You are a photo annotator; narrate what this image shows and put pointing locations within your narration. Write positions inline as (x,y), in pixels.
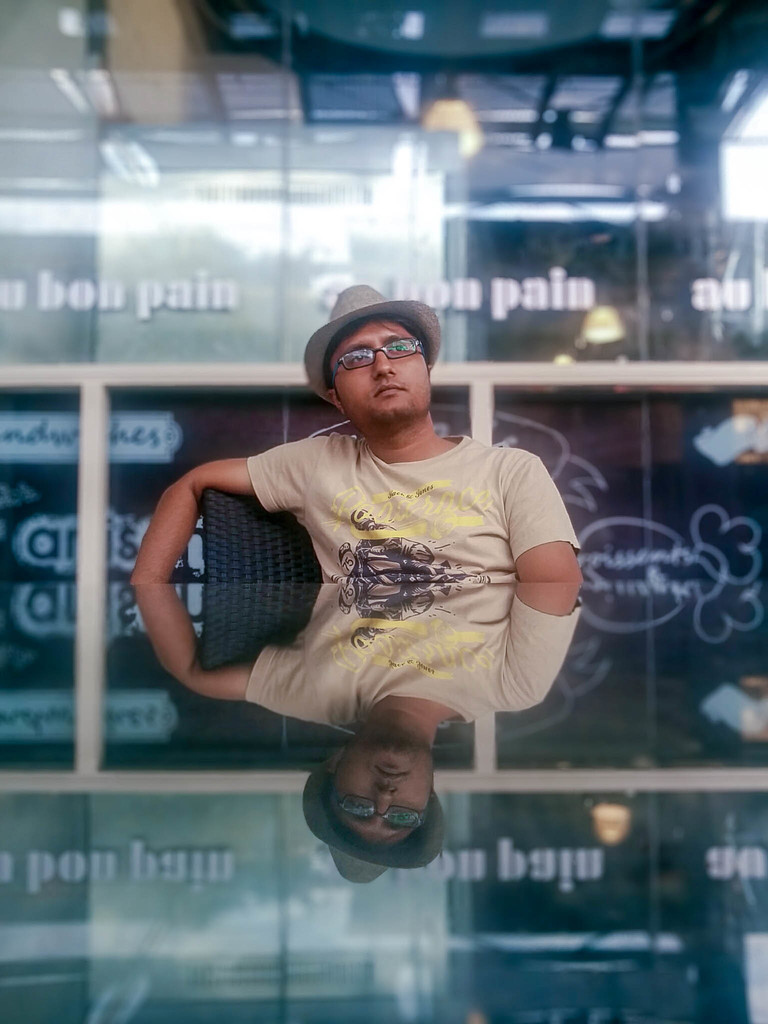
In this image I can see a person (395,542) sitting on the chair (253,567) wearing spectacles (376,349) and a hat (374,315). In the background (376,233), I can see the mirror (320,254) with some text (531,310) written on it.
